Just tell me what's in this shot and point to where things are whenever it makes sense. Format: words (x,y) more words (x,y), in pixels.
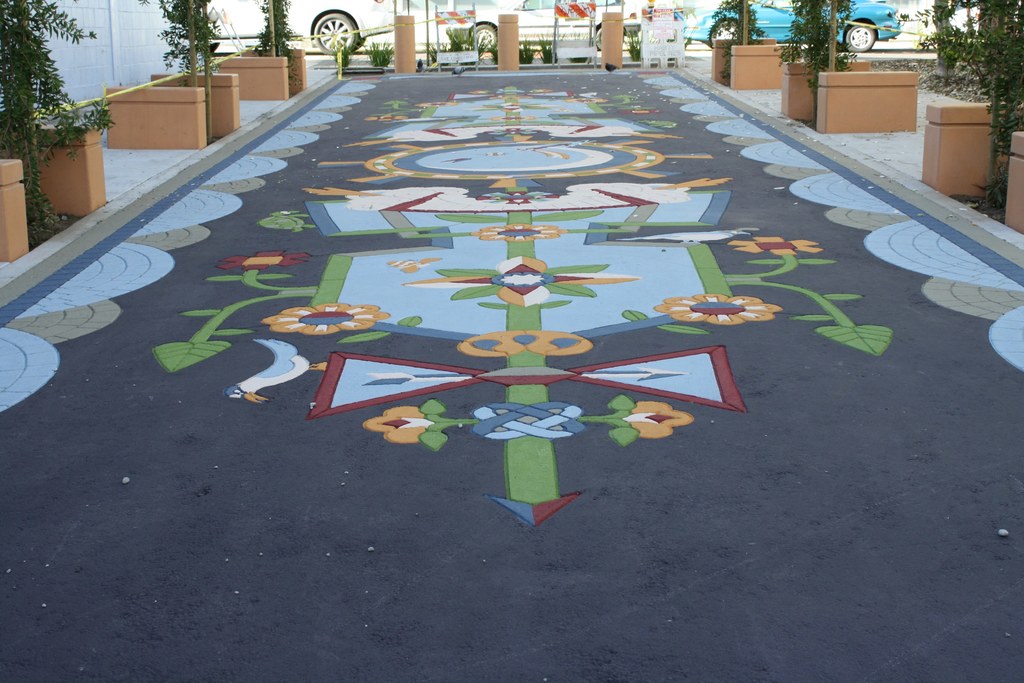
In this picture we can see few plants (743,8) and a painting (544,319) on the floor (562,243), in the background (878,2) we can see few vehicles (863,7).
